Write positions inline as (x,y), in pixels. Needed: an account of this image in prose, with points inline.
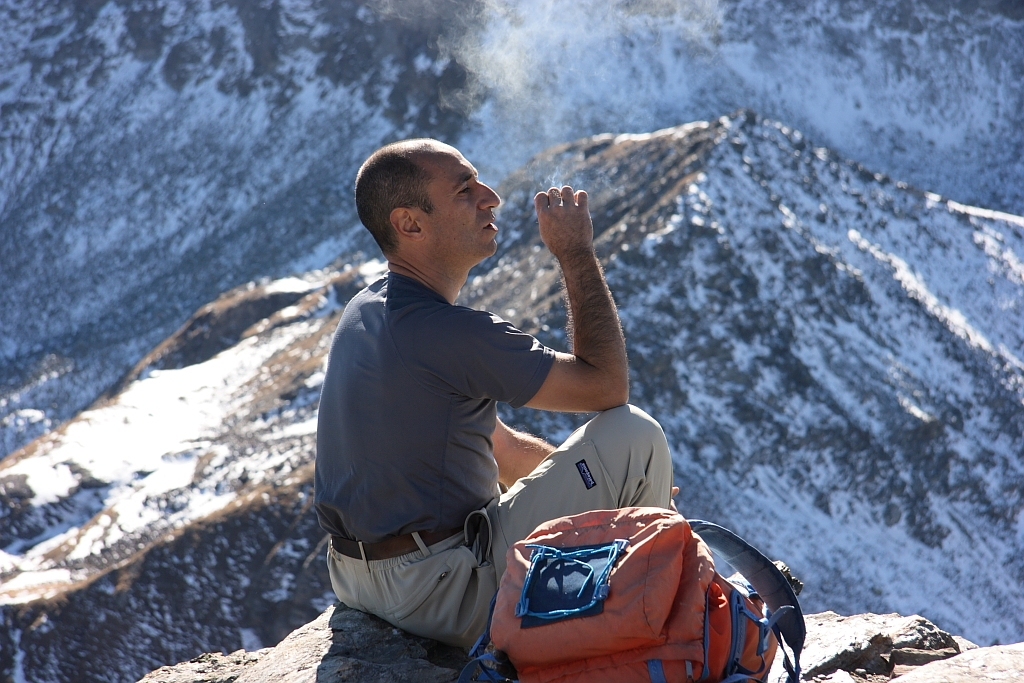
In this image a person (577,431) is sitting on a rock (449,672) having a bag (735,622) beside him. Behind him there are few hills (318,360) covered with snow (881,437).
